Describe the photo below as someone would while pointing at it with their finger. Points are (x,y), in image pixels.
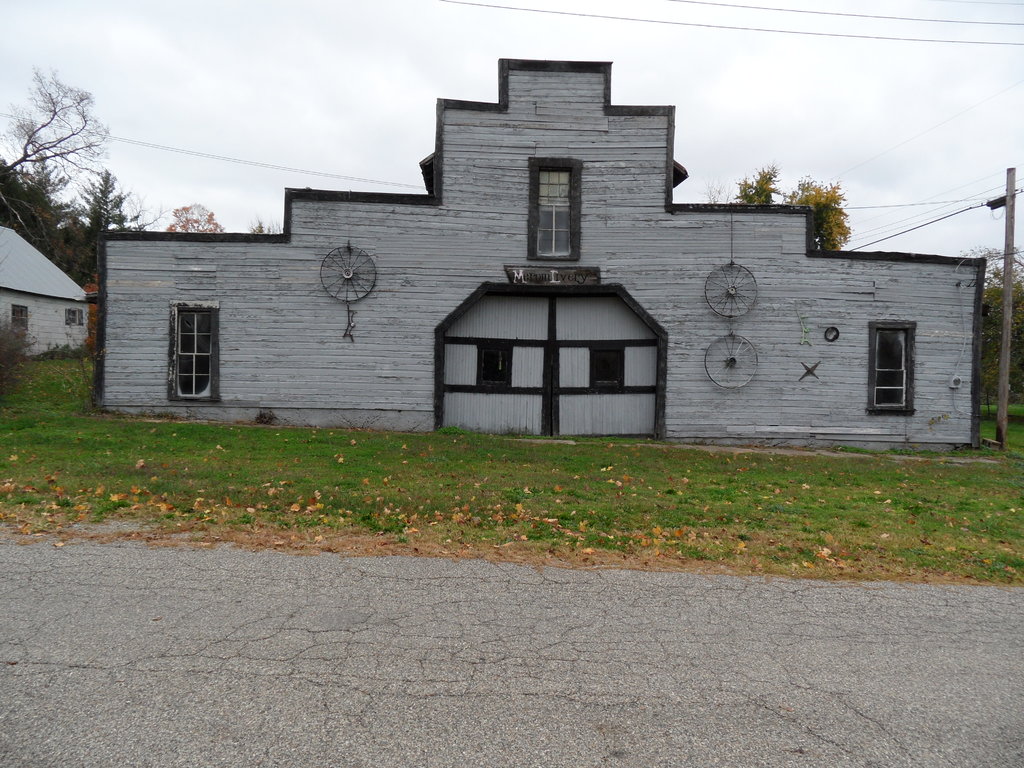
In this image in the center (378,282) there are some houses (572,326) and at the bottom (887,559) there is grass (680,460), on the right side (1009,294) there is one pole (1009,262) and some wires (897,206). On the top of the image (276,89) there is sky (192,109) and in the background (89,154) there are some trees (41,237).
